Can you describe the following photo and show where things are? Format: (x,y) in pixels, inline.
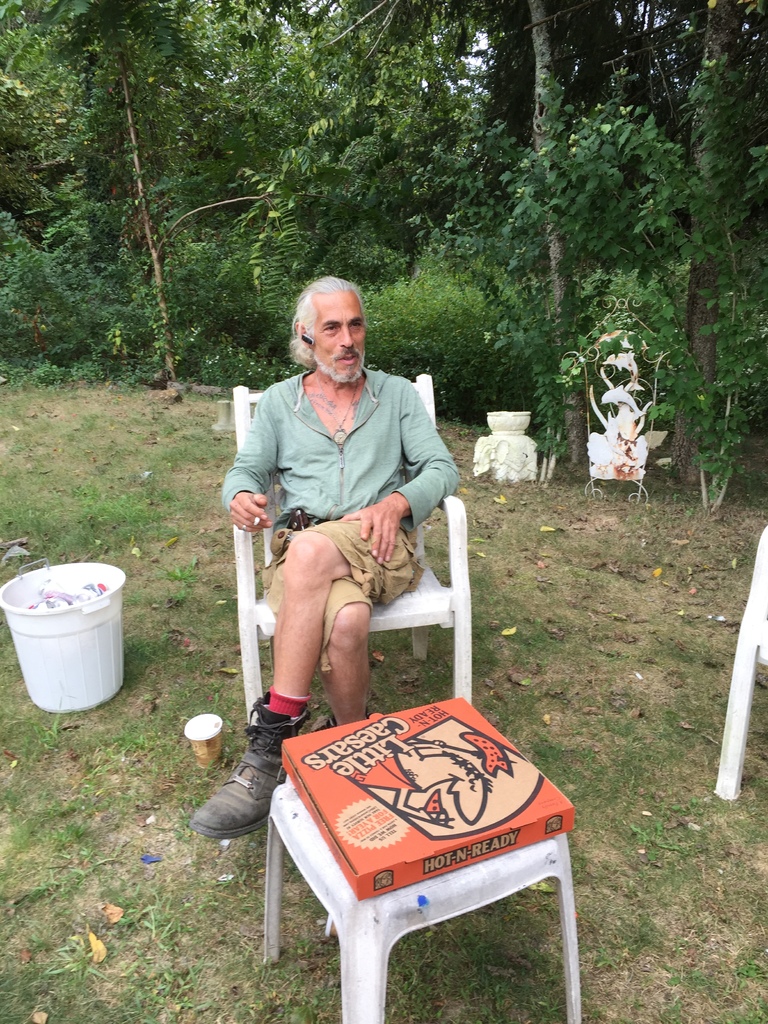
In this image in the center (340,529) there is one man (312,554) who is sitting on a chair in front of him there is one stool (344,887), on the stool (318,874) there is one box (402,761) and on the left side (55,599) there is one bucket (24,618) and on the background (96,176) there are some trees (488,215).
